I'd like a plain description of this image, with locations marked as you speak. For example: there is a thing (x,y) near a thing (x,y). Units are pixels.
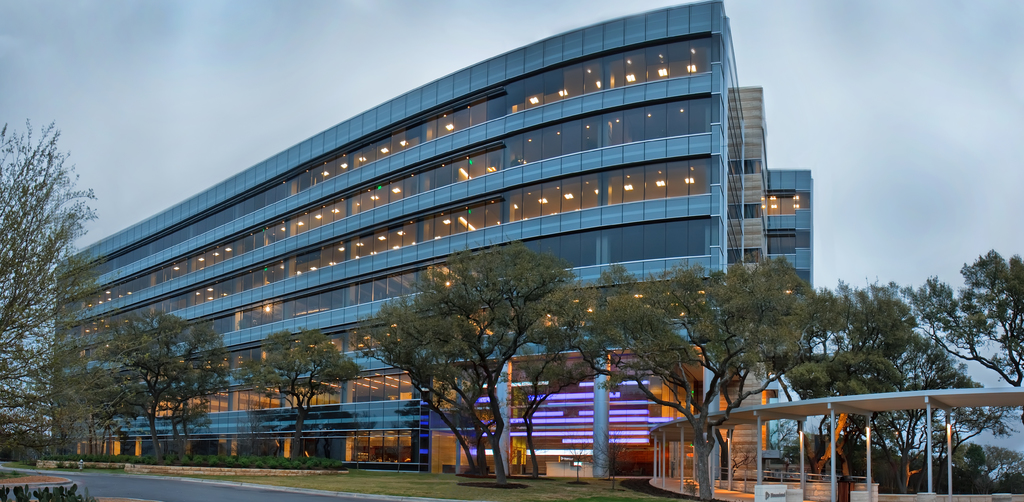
In this image there is a road (139,492), trees (984,320) on the right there is a path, in the background (731,243) there is a big building (581,186) and a cloudy sky (757,44).
